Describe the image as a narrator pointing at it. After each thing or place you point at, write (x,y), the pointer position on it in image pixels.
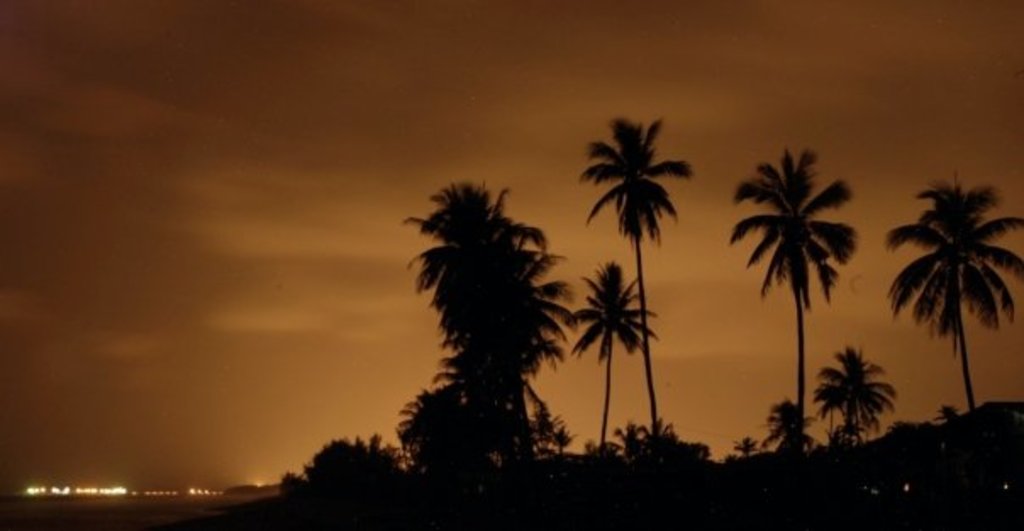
In this picture we can see trees (696,462) and lights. In the background (269,308) there is sky (600,77).
